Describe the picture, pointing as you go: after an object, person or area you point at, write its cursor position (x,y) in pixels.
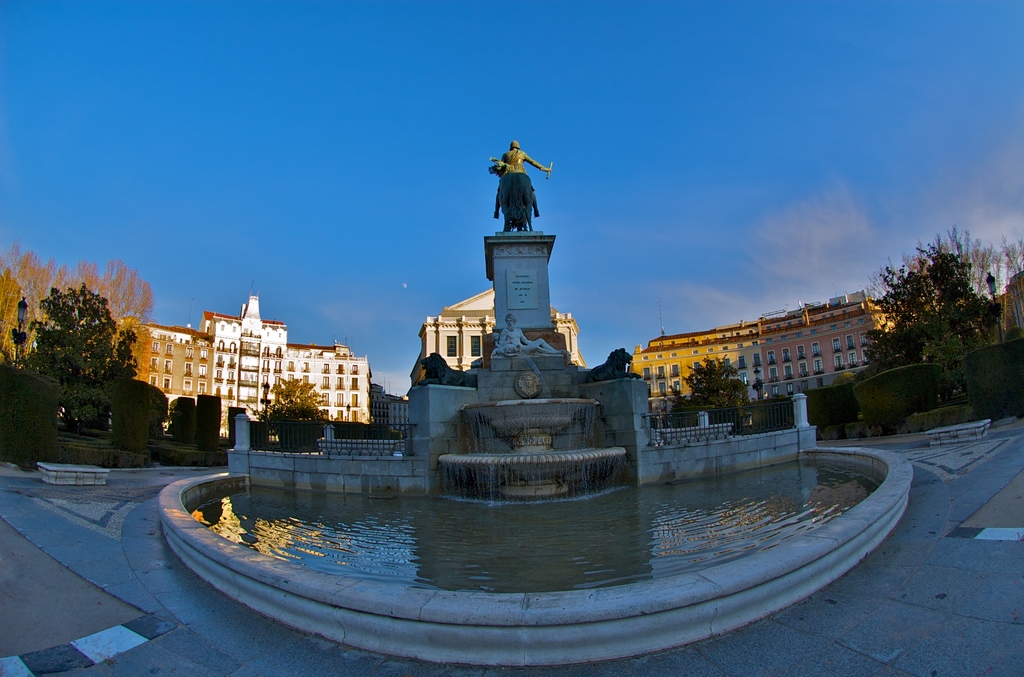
In the picture we can see a fountain (697,624) with water (456,487) and middle of it we can see a idol (496,350) of a man (507,356) and behind it we can see some plants (31,390), trees (956,380) and behind it we can see some buildings (383,418) and in the background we can see a sky (1020,97).
